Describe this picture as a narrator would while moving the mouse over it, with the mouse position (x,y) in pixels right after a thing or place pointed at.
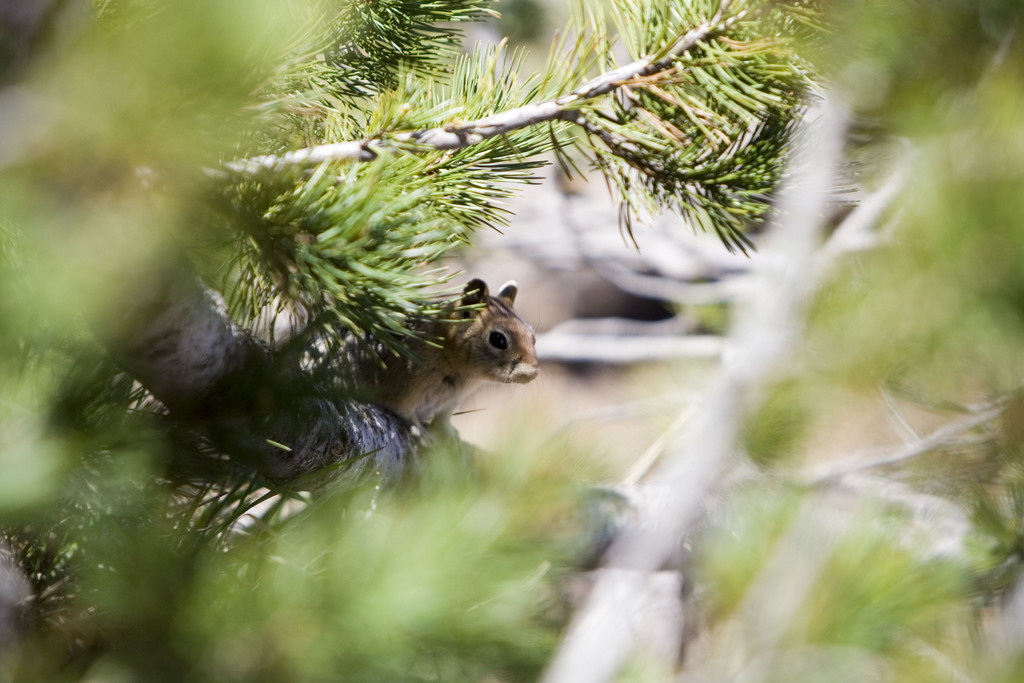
In the center of the image (394,300) we can see a tree (284,354) with branches (403,139) and leaves (410,155). On the tree (393,327), we can see a squirrel (439,399). In the background (577,268), we can see it is blurred.
